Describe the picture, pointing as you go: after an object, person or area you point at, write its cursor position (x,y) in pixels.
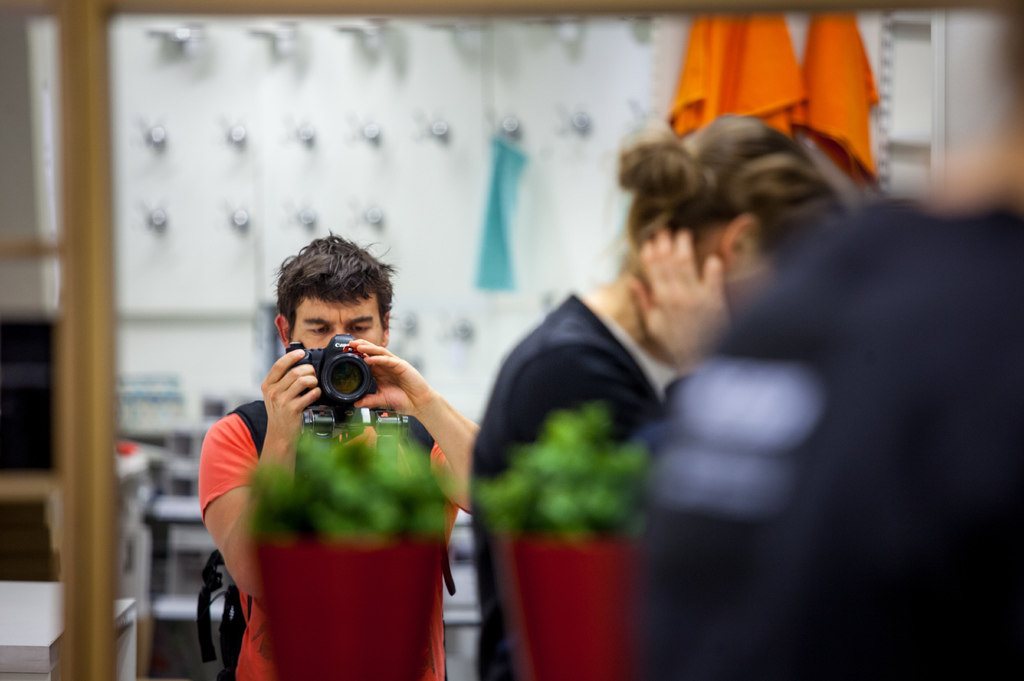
In the middle of an image (451,454) a man (245,610) is standing and trying to capture the pictures with his camera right side of an image (692,327) there is a woman (570,353).
